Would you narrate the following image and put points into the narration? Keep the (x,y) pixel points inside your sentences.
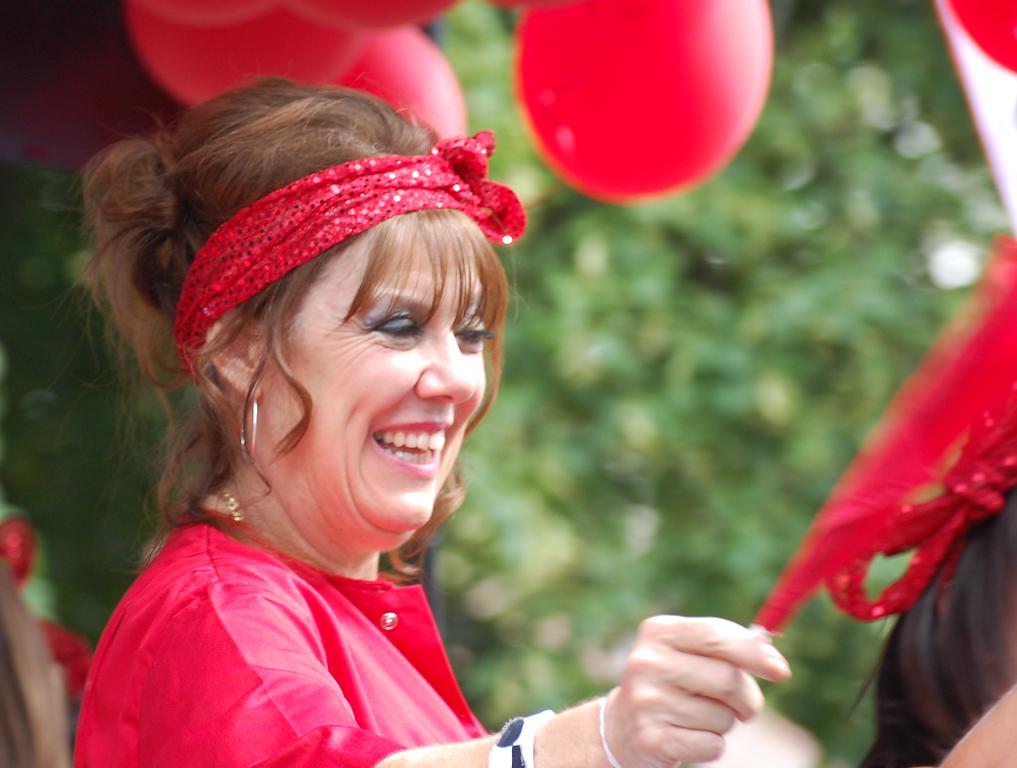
In this image I can see a person (404,627) wearing red color dress (272,699), background (756,12) I can see balloons (759,48) in red color and trees (679,338) in green color.
